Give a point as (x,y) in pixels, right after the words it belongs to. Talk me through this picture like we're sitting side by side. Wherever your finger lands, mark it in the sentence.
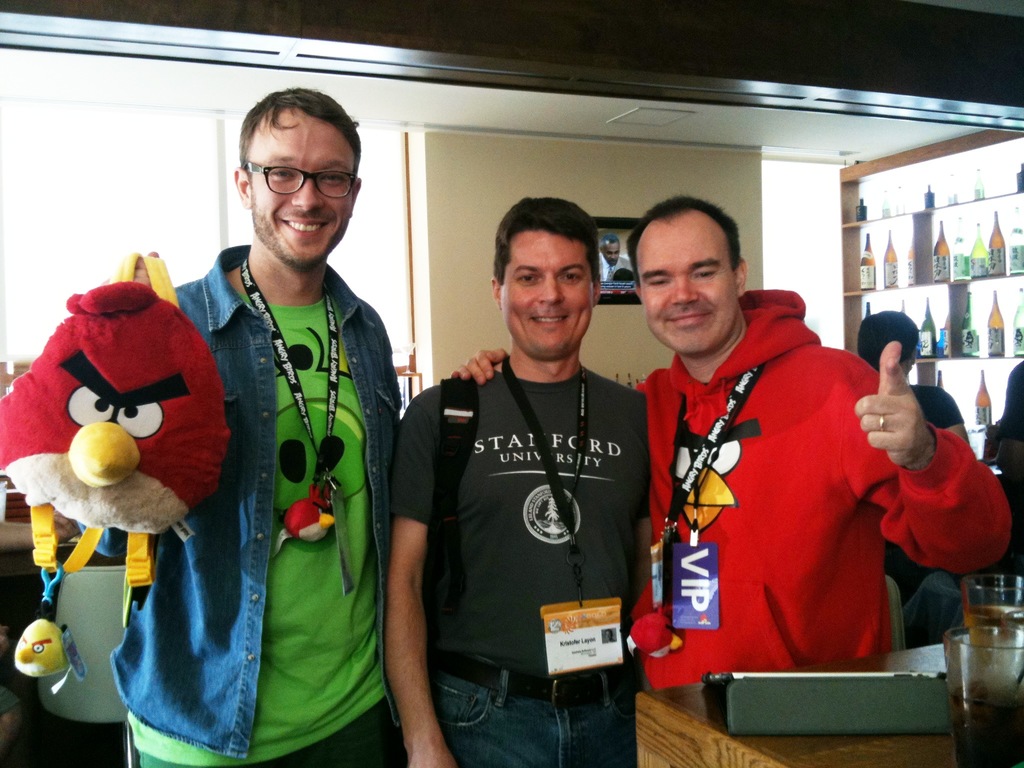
This picture is clicked inside. In the center (380,388) we can see the group of men (590,424) smiling and standing on the ground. On the right (986,182) there is a cabinet (913,167) containing many number of bottles (869,265). On the right (834,748) there is a table (871,737) on the top of which some items (881,692) are placed. In the background (615,107) we can see the roof (745,143), television (630,229) and a wall (469,152) and there are some other items (83,596) placed on the ground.
